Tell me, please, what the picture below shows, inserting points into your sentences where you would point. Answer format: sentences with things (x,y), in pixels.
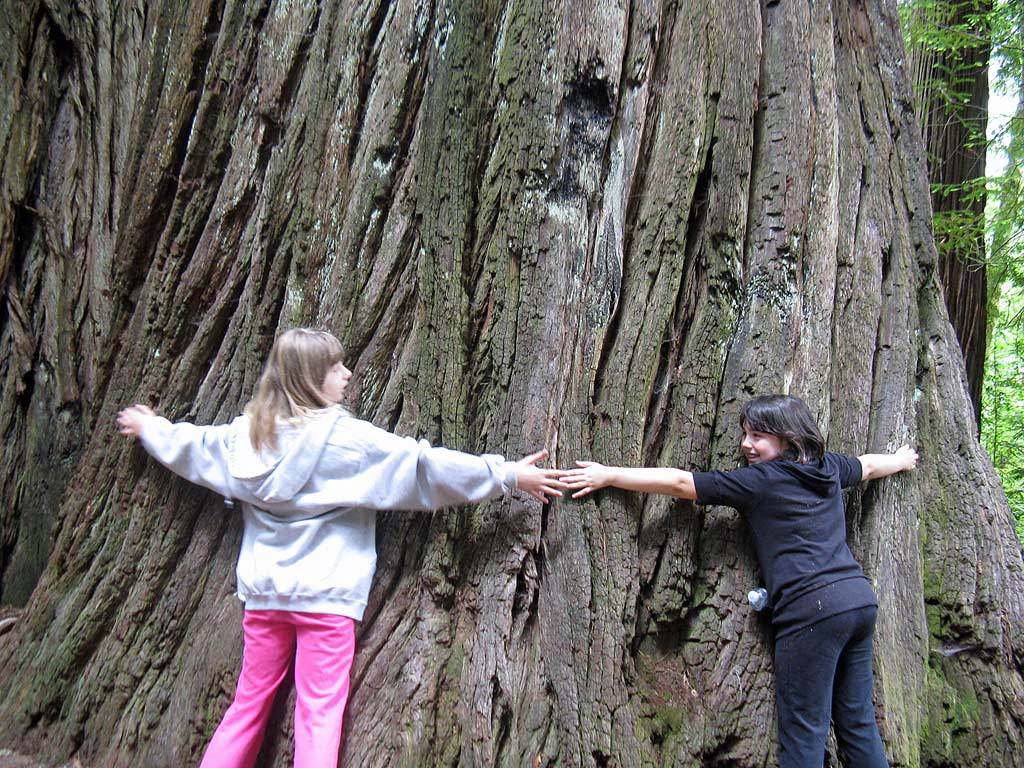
In this image, there are a few people (803,482). We can see the trunks (864,247) of the trees (901,182). We can also see some trees (974,194) on the right (1007,53).
